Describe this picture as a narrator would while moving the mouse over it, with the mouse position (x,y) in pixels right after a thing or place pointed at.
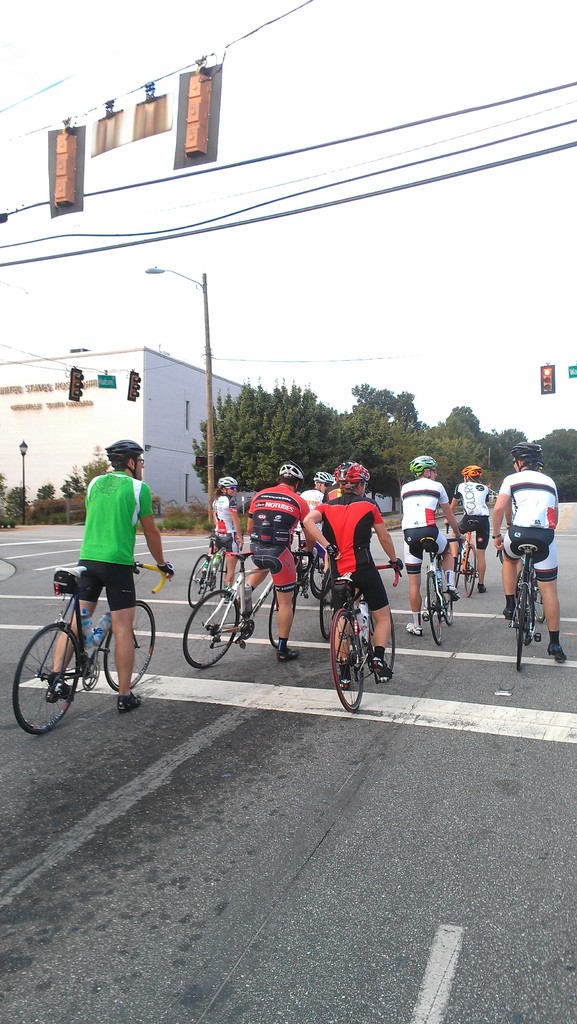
In the center of the image (346,507) some persons (302,511) are riding bicycle (525,551) and wearing helmet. In the middle of the image (209,376) we can see traffic lights (137,388), electric light pole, building (177,395), trees (316,438) are present. At the top of the image (356,146) wires (318,147), sky (294,126) are there. At the bottom of the image (288,855) road (343,854) is there.
